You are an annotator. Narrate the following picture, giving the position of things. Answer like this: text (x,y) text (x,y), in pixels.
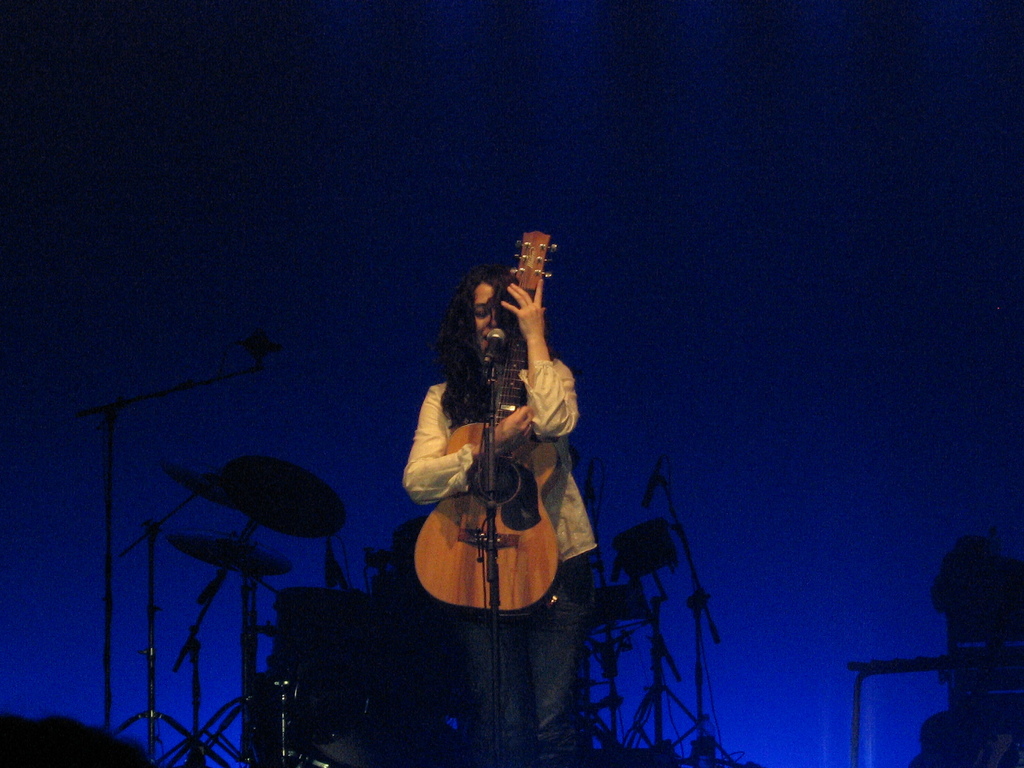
This picture shows a woman (568,513) Standing and holding a guitar (550,261) in her hand (527,412) and speaking with the help of a microphone (488,365) in front of her and we see drums (202,544) on her back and we see a blue colour background (728,490).
